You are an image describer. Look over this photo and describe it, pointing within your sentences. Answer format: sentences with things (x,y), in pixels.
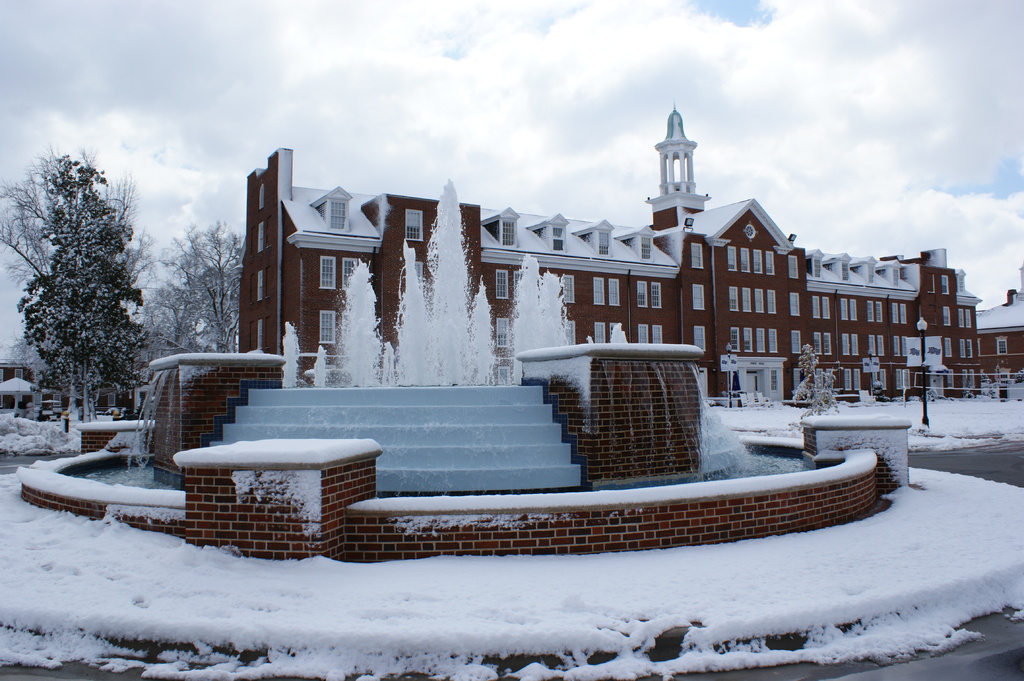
In this image I can see a building (590,284), in front of building (489,292) I can see a water fountain (467,292), staircase (521,416), beside the building (320,320) I can see trees (231,318) visible on the left side (207,313), at the top (459,120) there is the sky (459,120). on the wall (200,482) of the fountain (168,478) I can see snow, in front of building (938,322) on the right side (924,322) is a pole (924,322).
